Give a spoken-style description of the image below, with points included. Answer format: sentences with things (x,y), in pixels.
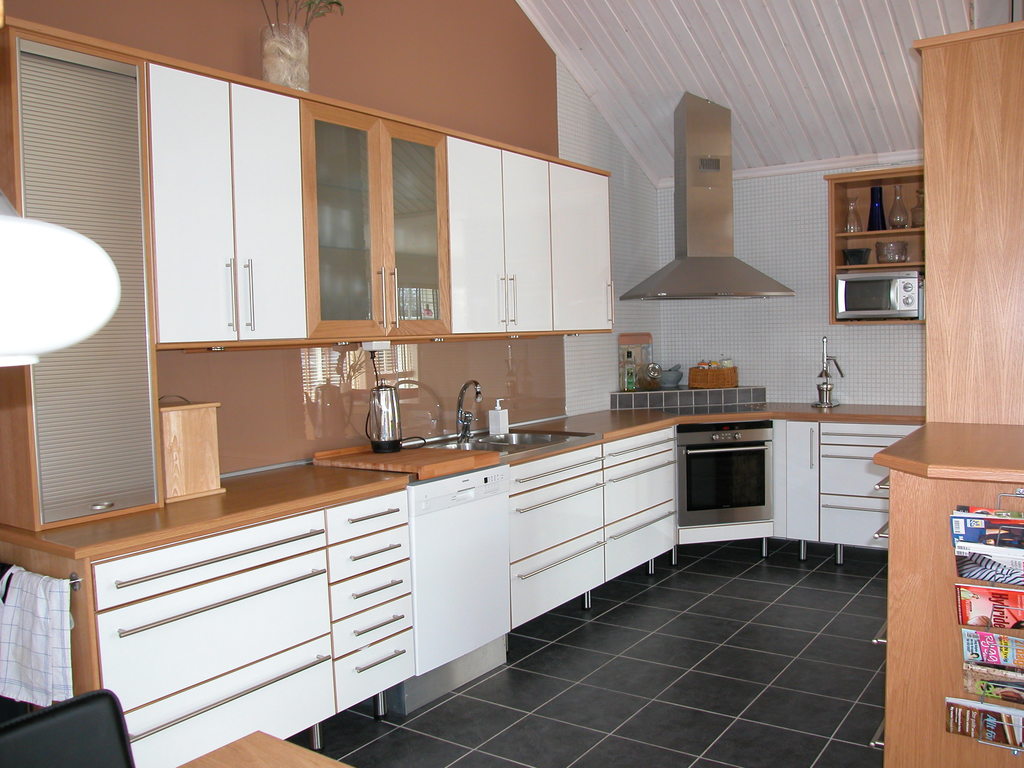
In this picture I can see wash basin (497,435) and a bottle (500,416) and I can see oven (709,468) and few cupboards (113,127) and I can see chimney (729,203) and a microwave oven (854,298) on the shelf (874,264) and I can see few glass jars (901,252) on the shelves (854,245) and I can see napkins (30,643) and few books (969,562).
